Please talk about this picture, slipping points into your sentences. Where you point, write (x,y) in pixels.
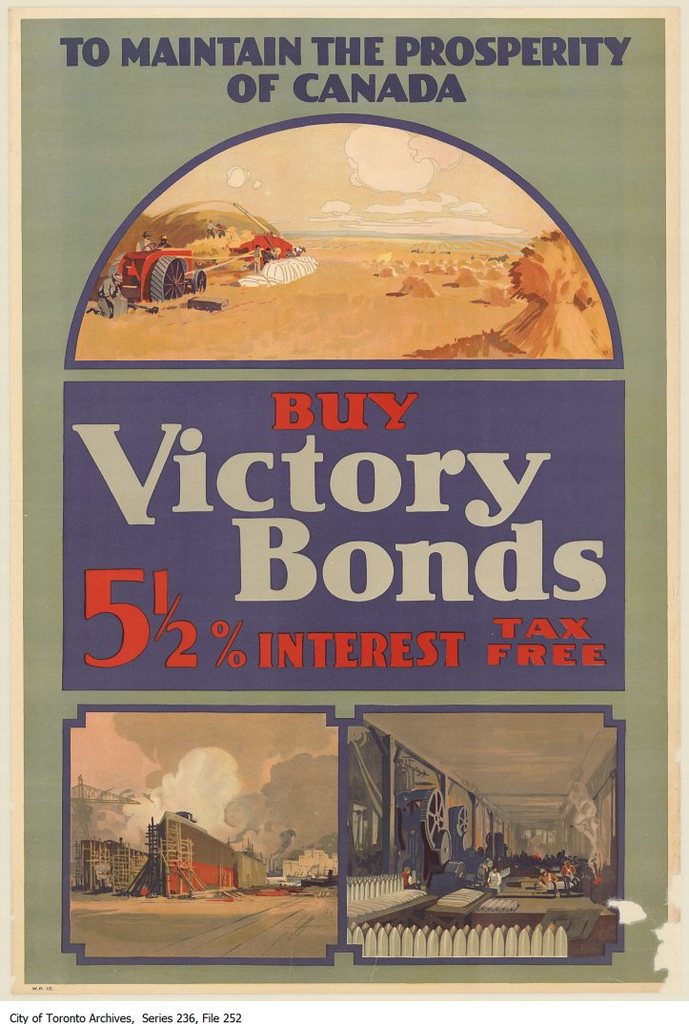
In this image I can see a poster (278,888) on which we can see some text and three paintings images (392,804).
